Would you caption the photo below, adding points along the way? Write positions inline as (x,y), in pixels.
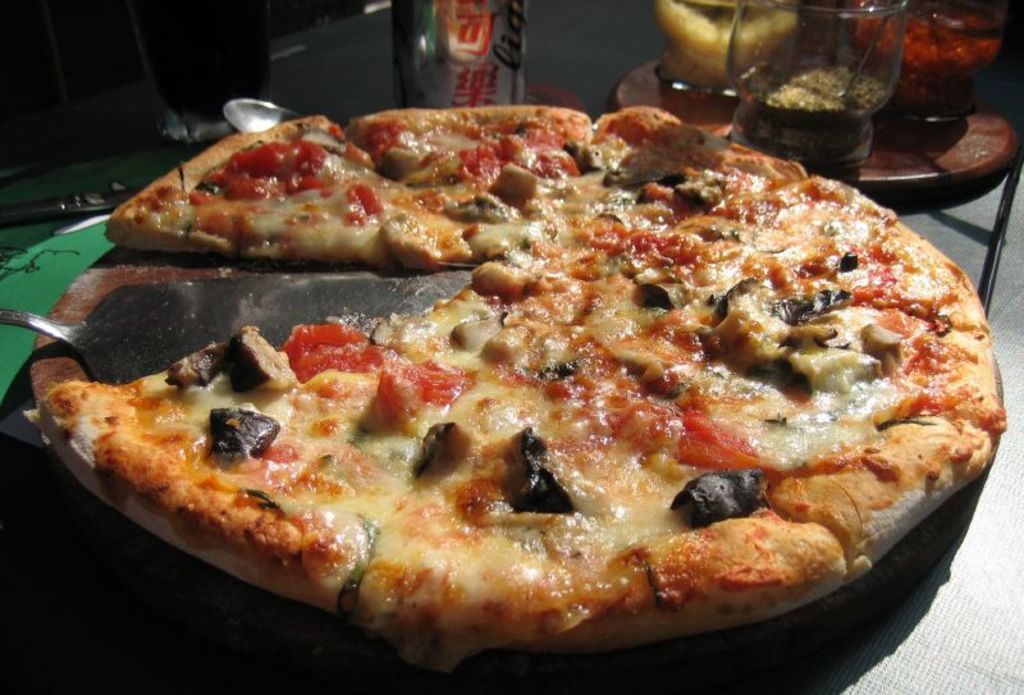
In this image I can see a pizza (363,320) and a spoon (218,304) are placed on a wooden surface (117,275). At the top (263,48) there are few objects (230,64) in the dark. In the top right (883,157) there is a table (976,152) on which few glass objects (855,42) are placed.
